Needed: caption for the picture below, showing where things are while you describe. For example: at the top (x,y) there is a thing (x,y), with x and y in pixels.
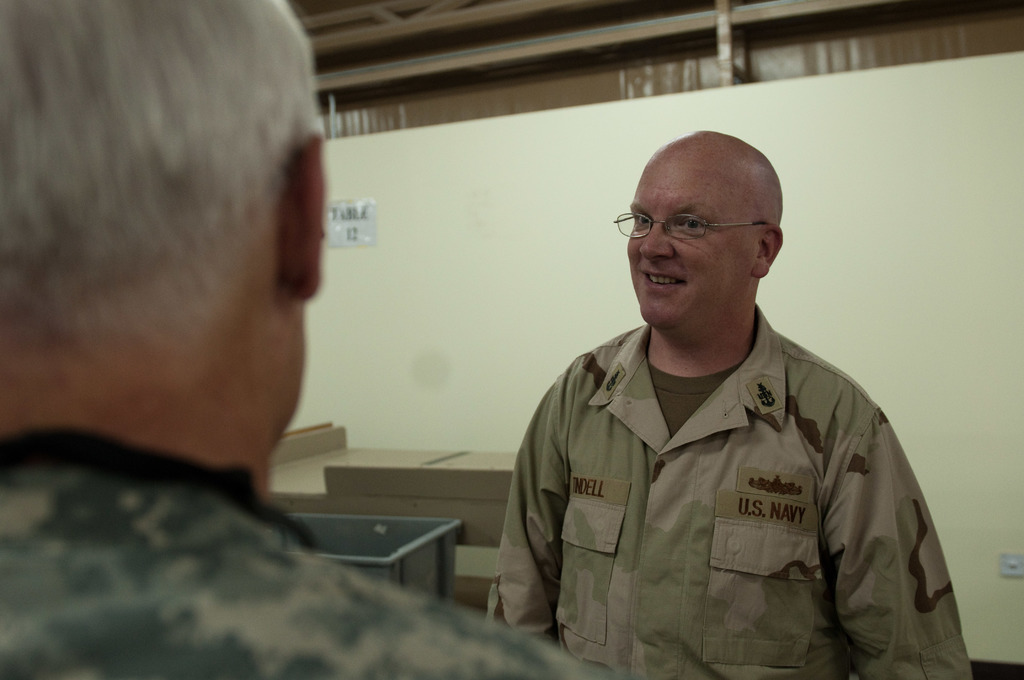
In the middle of the image (570,394) two persons (54,657) are standing. Behind them there is a table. Behind the table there is wall (965,265), on the wall (426,204) there is a poster (349,215).
